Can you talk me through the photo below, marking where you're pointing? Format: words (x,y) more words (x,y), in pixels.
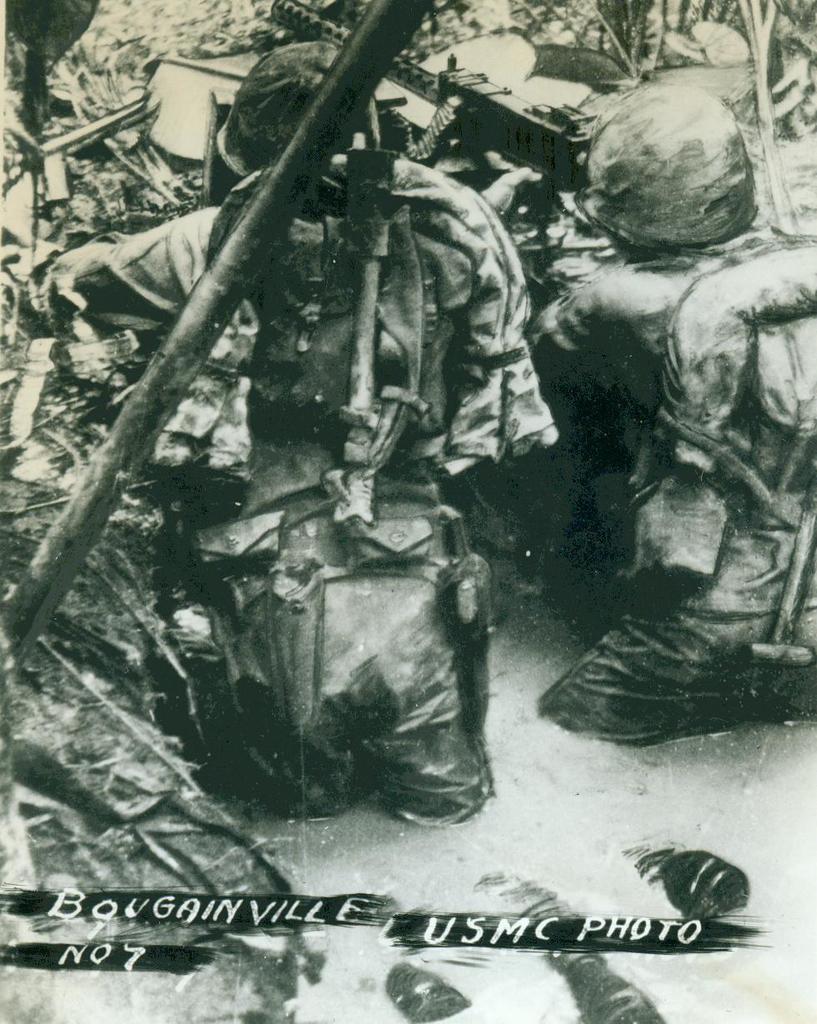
In this image we can see some persons (759,657) hiding behind some blocks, wearing helmets (264,157), carrying bags (376,301), holding weapons (293,29) in their hands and at the bottom of the image (529,787) there is water (517,747).
